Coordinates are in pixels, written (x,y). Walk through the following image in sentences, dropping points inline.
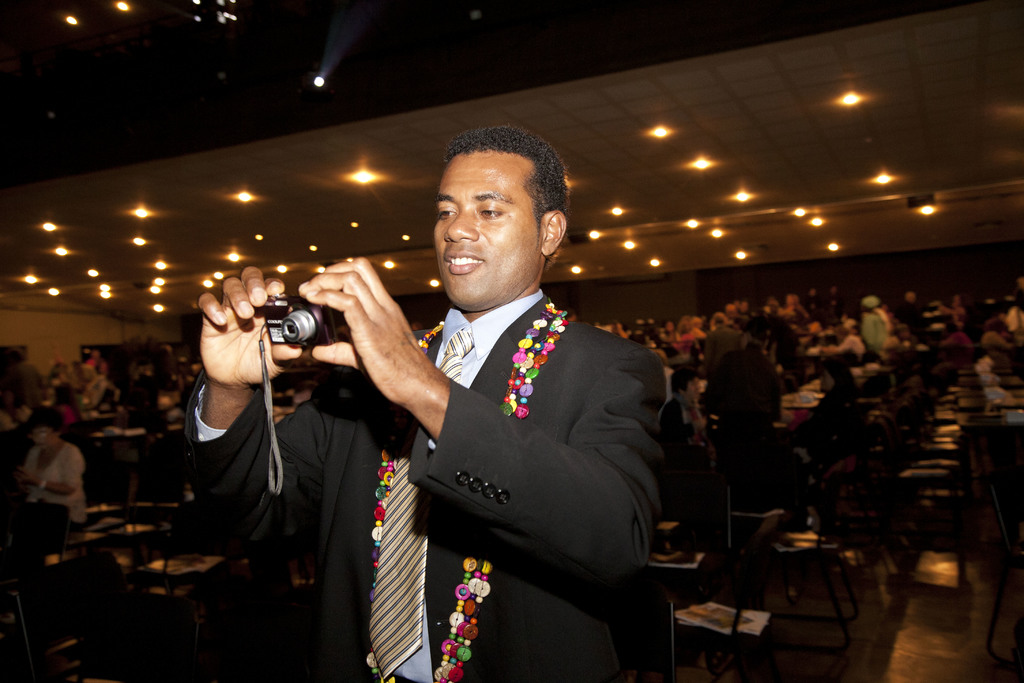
In this picture we can see man (494,255) standing wore blazer (570,356), tie (445,356), some chain (520,359) on him and holding camera (305,319) in his hand (337,304) and taking picture and in the background (39,447) we can see crowd (899,349) of people (893,331) sitting and standing, lights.
